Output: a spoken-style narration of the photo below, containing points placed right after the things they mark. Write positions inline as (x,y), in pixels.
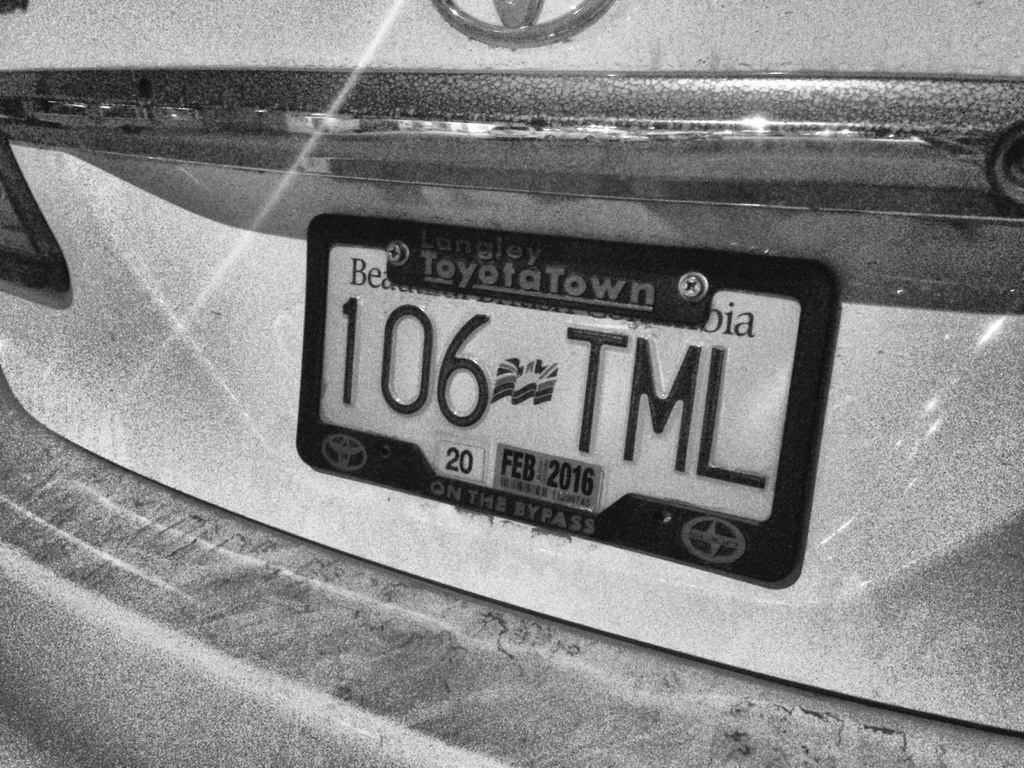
This is a black and white image. In this image we can see name plate (376,271) of the motor vehicle (444,492).
